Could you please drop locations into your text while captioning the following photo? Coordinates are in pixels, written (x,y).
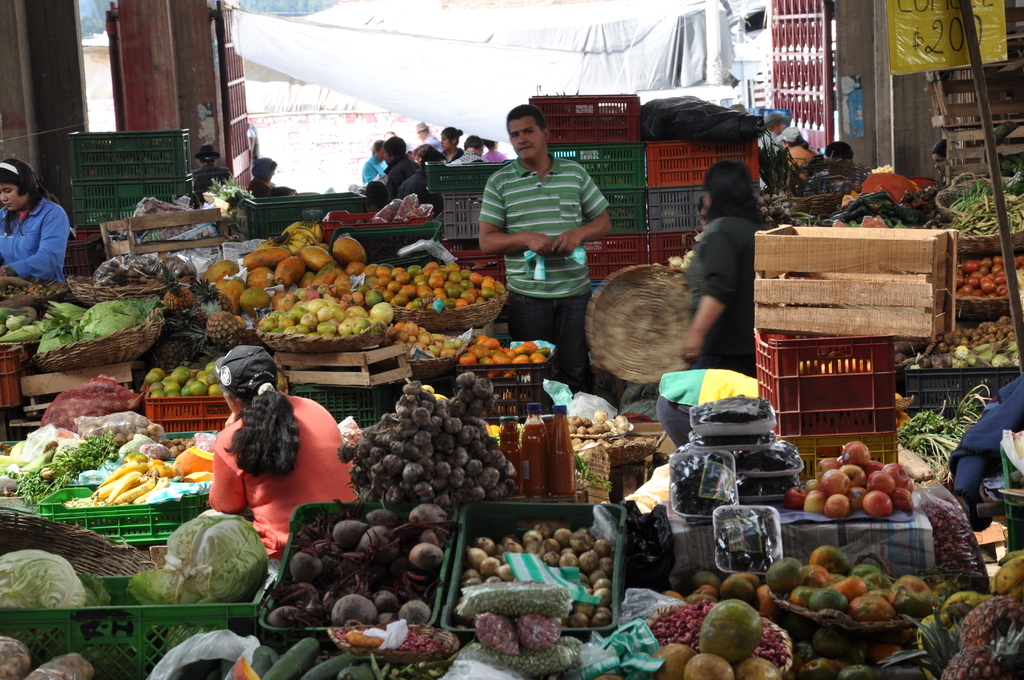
In this image we can see the inside view of the market (429,225) that includes fruits (514,361), vegetables (492,465), wooden objects (949,249), boxes (774,272), gate (790,13) and we can also see some people (702,202) standing.
